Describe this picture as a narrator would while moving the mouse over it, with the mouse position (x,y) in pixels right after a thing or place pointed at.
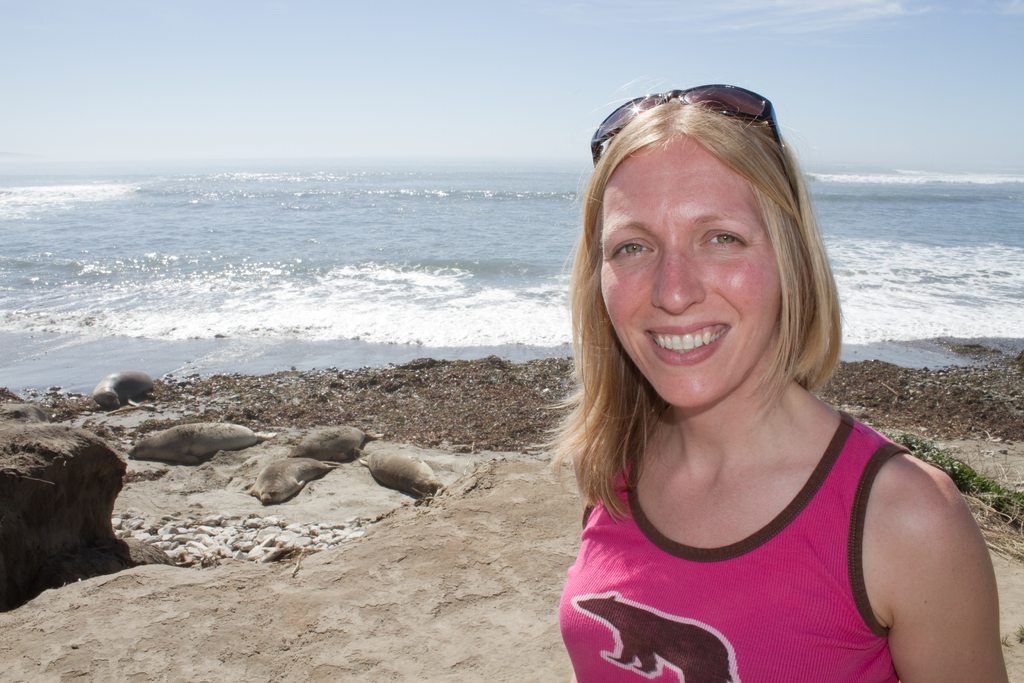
This picture might be taken on the sea shore (486,559). In this image, on the right side (766,255), we can see a woman (792,502) wearing pink color shirt (749,561). On the left side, we can see some sea mammals (150,387). In the background (381,200), we can see water (862,285) in an ocean (862,285). At the top (519,87), we can see a sky (503,154) which is a bit cloudy, at the bottom (330,561), we can see some sand (391,445) and some stones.
